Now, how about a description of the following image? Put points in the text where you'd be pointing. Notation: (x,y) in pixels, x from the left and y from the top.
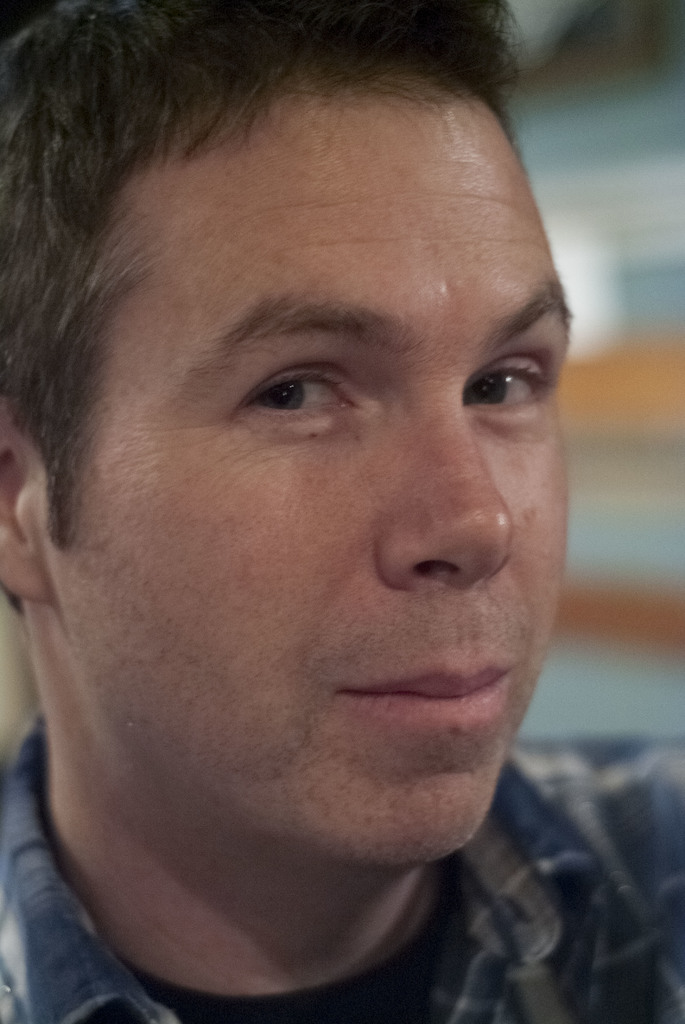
In this image I can see the person (407,503) with blue and black color dress (418,959). And I can see the blurred background (637,206).
